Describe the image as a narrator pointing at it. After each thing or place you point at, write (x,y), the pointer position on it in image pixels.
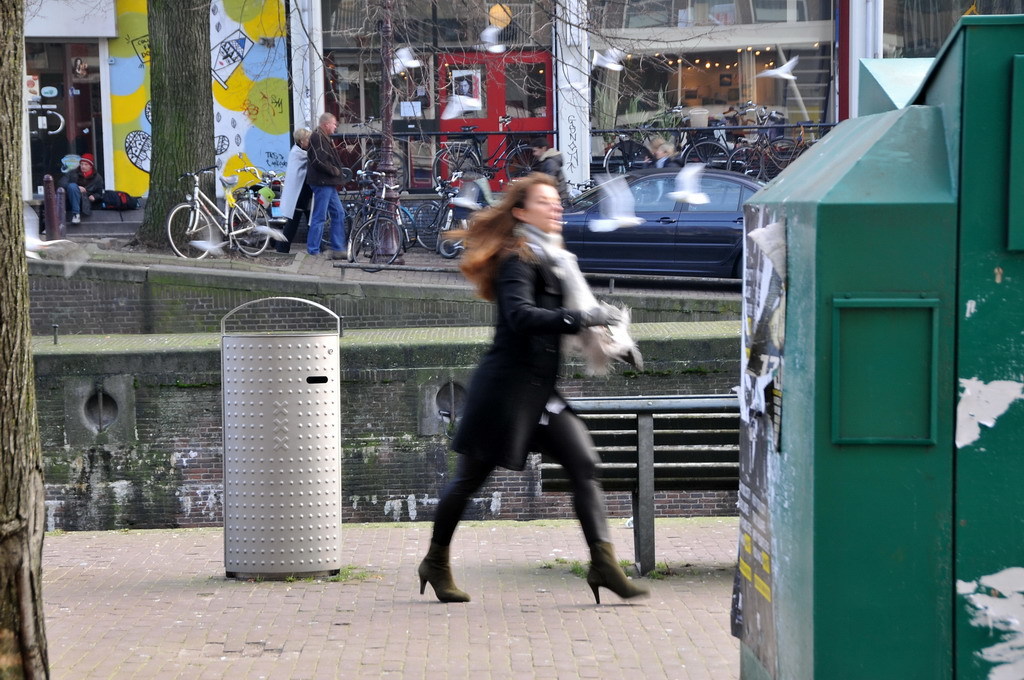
In this image we can see a woman (530,296) is walking on the road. She is wearing black color coat (508,391). Right side of the image (882,397) green color thing (801,607) is present. Background of the image (158,48) shows, persons (313,158), bicycles (374,175) and trees (204,43) are there. On road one car (686,209) is present.
